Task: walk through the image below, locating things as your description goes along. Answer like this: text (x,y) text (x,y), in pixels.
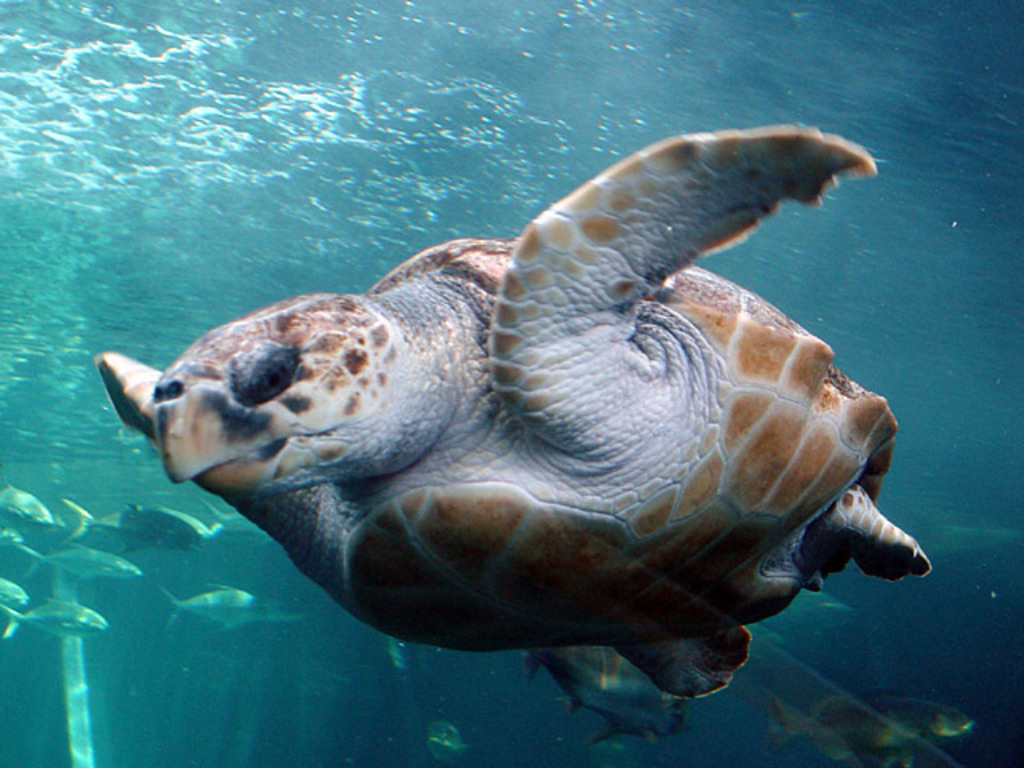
In this picture I can see a turtle (343,440) and fishes (188,522) under the water (84,223).
